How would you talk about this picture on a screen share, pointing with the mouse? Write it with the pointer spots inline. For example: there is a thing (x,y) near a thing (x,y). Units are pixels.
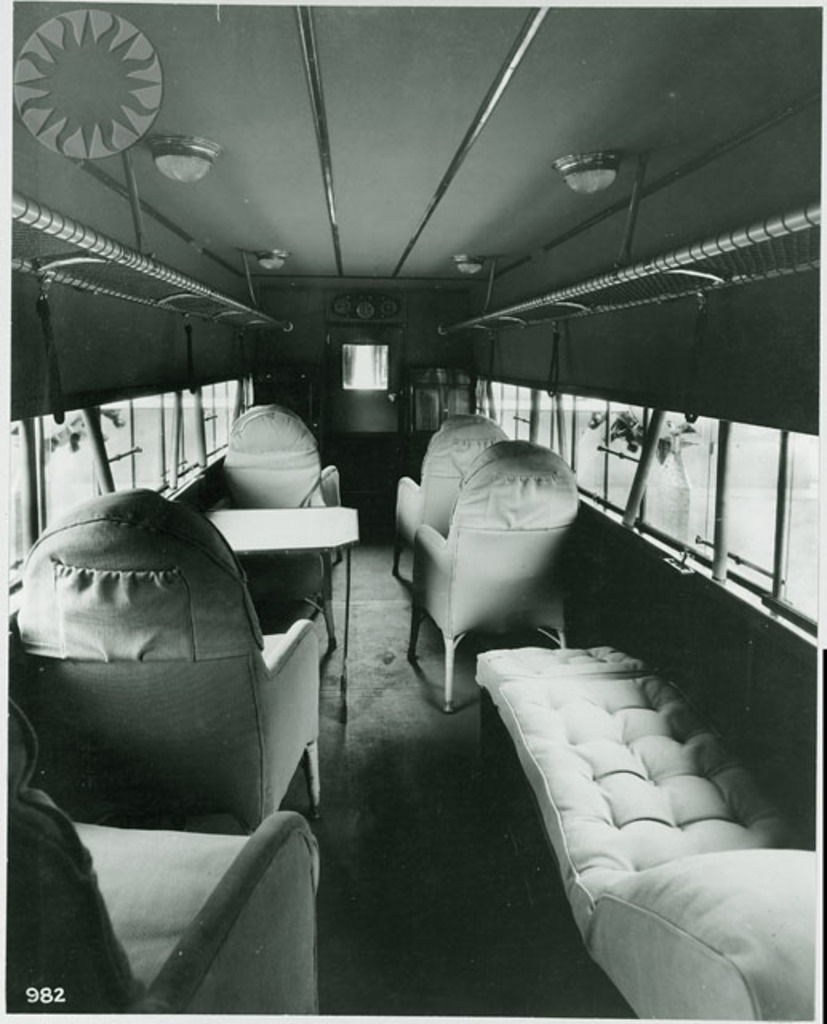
In this image we can see a vehicle (468,301), there we can see few chairs (321,496), a table (276,539), sofa (600,808), few window glasses (603,483), poles (110,294), lights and a tree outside the vehicle (609,454).
